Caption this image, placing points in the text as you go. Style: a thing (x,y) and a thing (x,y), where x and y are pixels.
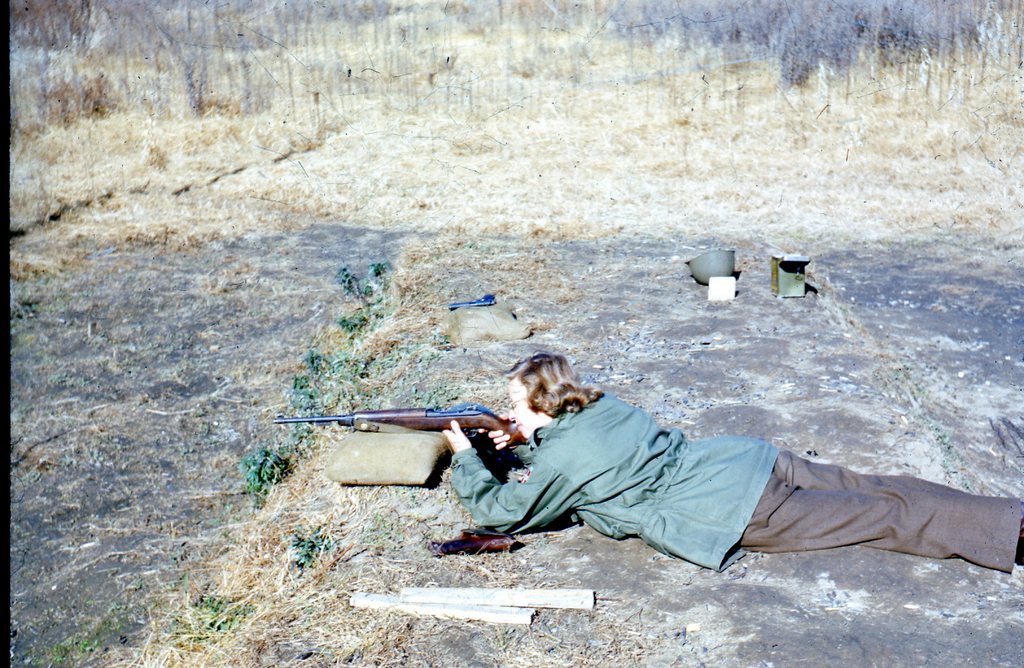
In the image we can see there is a woman (665,456) lying on the dirt surface (570,543) and she is holding rifle (490,419). There is a pistol (487,301) kept on the sand bag (513,324) and there is dry grass (544,194) on the ground (418,189).
